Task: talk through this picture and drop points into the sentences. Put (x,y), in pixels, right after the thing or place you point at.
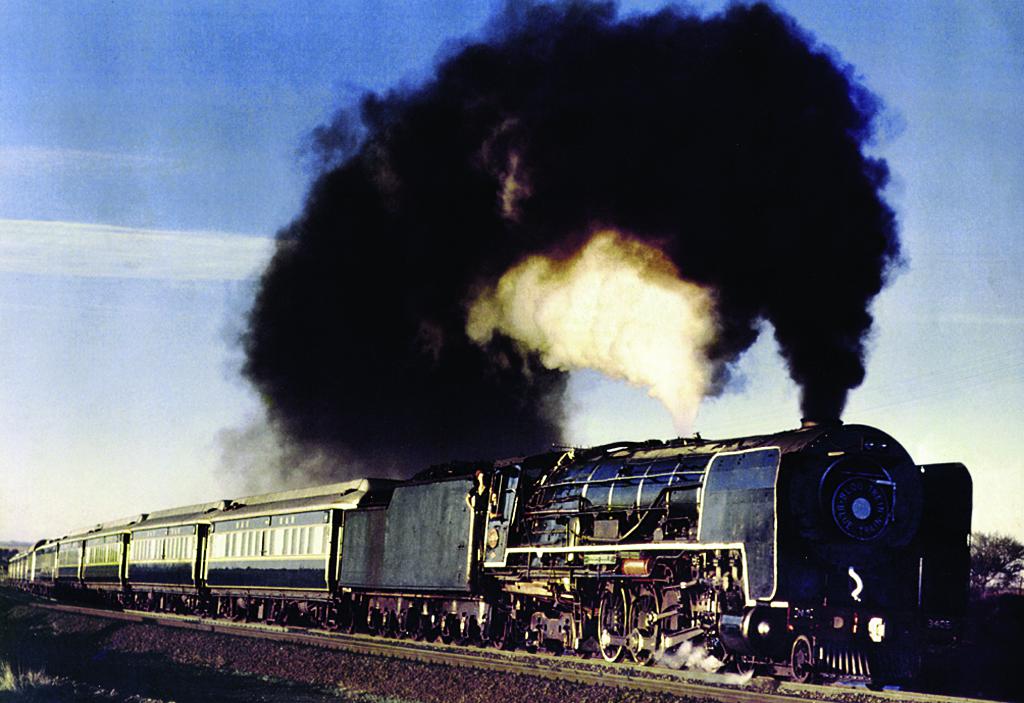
In this picture we can see blue color train (329,607) is running on the track (564,675). Above we can see thick black smoke (463,342) in a blue clear sky (106,342).
